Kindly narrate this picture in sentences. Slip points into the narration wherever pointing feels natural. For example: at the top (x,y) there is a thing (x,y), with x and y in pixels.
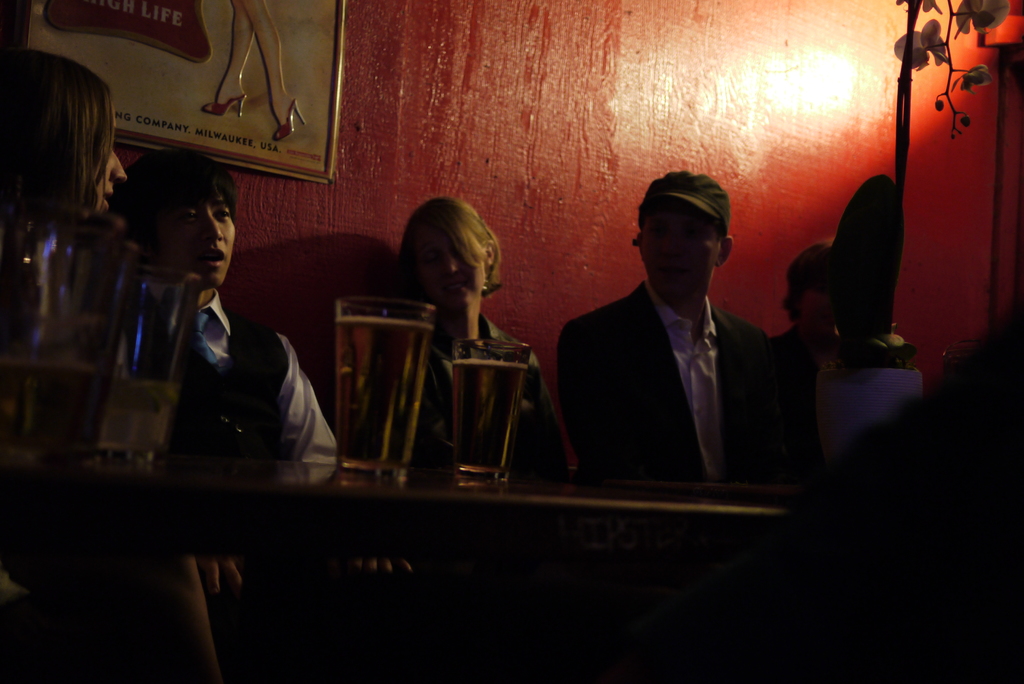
In this picture there are group of people (409,251) who are sitting on the chair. There is a glass (359,389) on the table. There is a frame (284,110) on the wall (845,9). There is a plant (907,83).
